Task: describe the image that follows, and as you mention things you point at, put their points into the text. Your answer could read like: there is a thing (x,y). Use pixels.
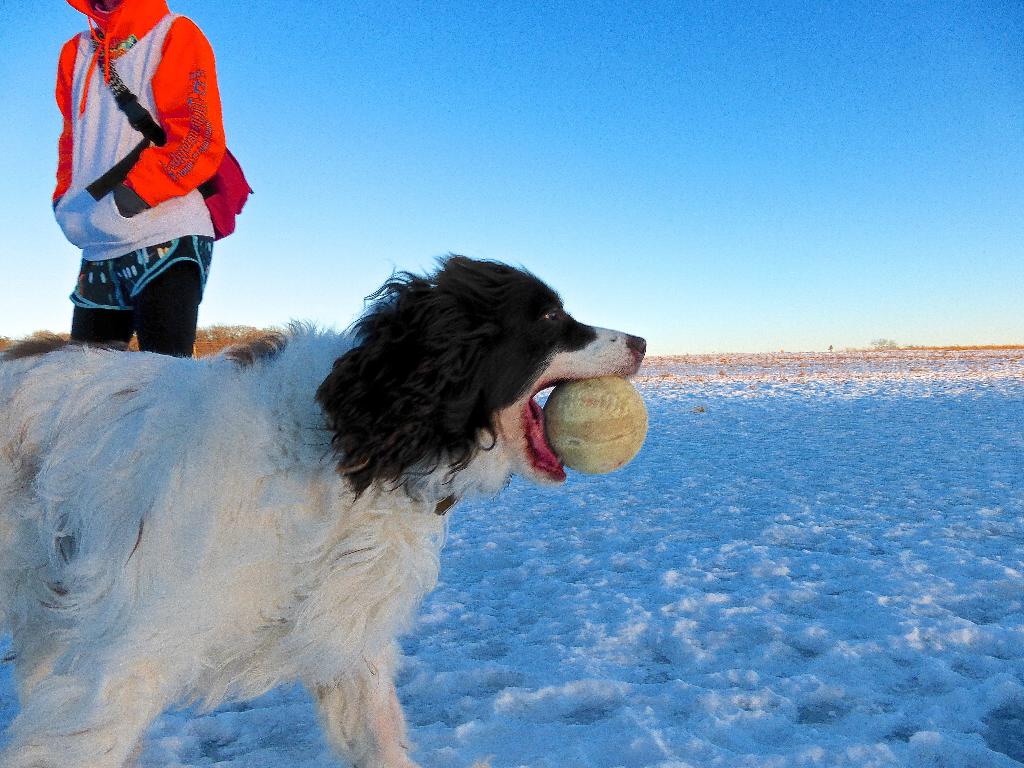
In this picture I can see a dog (397,471) in front (38,454), which is of white and black color and I see that the dog (526,396) is holding a ball (549,427) in the mouth (533,433) and I see the white snow (759,476). On the left side of this image (155,254) I see a person (155,254) who is standing. In the background (220,33) I can see the clear sky (542,179).
